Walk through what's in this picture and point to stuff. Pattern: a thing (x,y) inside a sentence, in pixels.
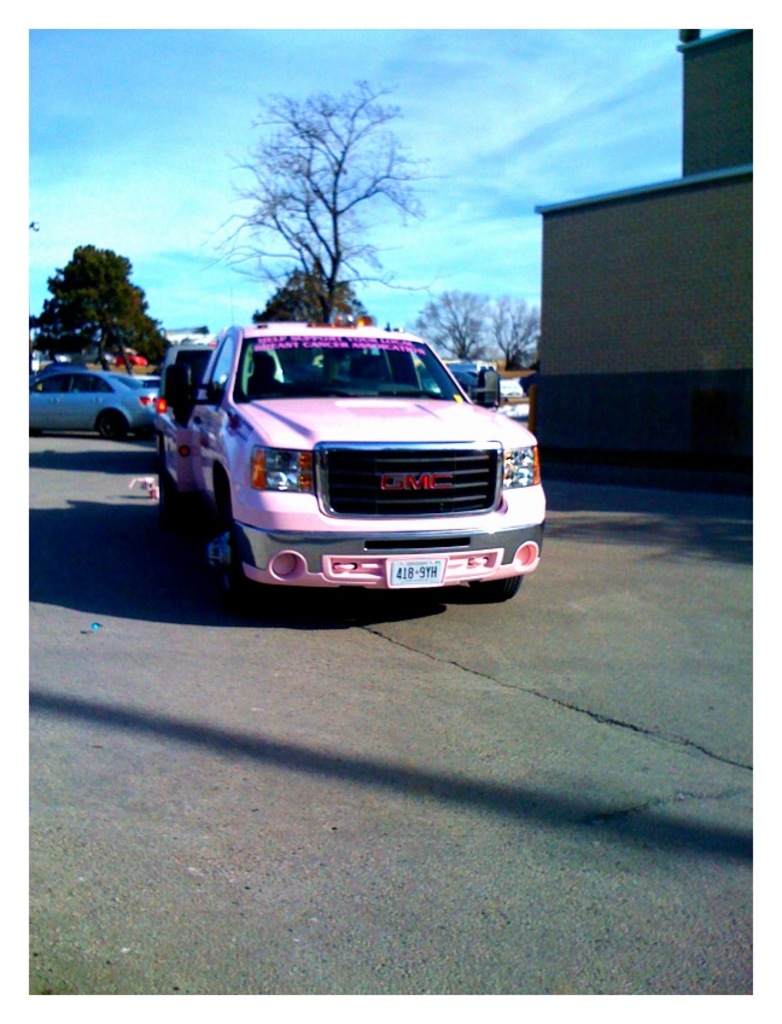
In this picture we can see few vehicles (282,467) on the road (351,635), in the background (140,326) we can see few trees (137,313) and a building (660,270).
